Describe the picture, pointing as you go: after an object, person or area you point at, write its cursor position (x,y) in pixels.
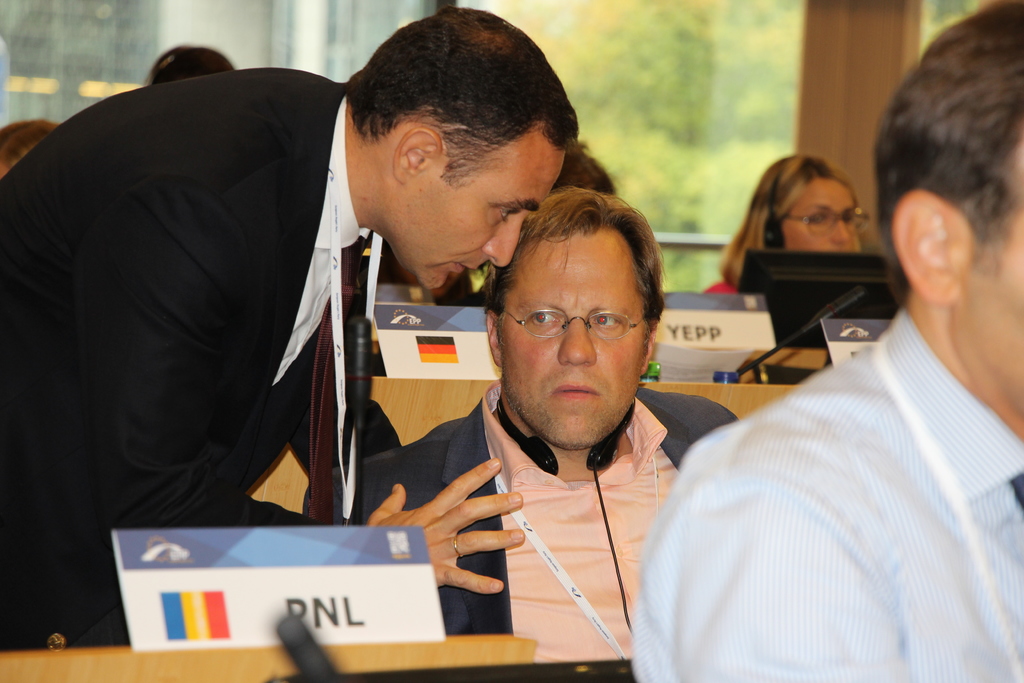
In this image I can see people (958,523). In-front of them there are tables (430,401), above the tables (409,401) there are boards (825,338), mics (852,304), monitor (882,295) and objects (733,370). In the background of the image (799,143) there is a glass wall (640,31). Through the glass wall (630,14) I can see tree (655,88).
